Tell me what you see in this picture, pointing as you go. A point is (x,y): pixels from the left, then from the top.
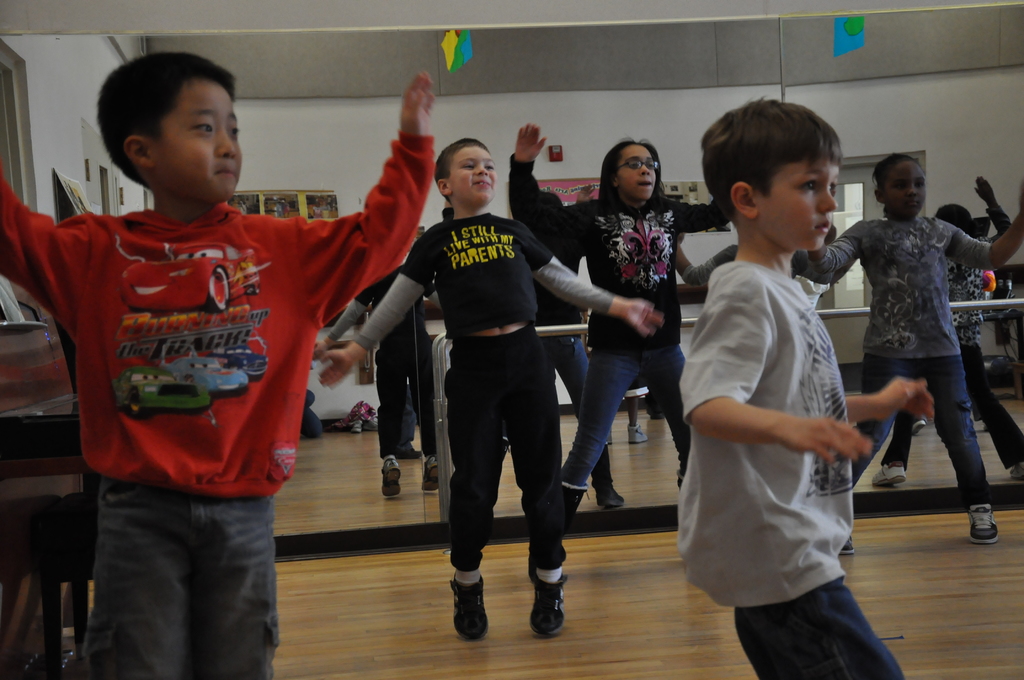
In this image I can see number of children (884,409) and I can see one of them is wearing a specs (642,163). In the background (686,155) I can see a mirror (1001,152) and on it I can see the reflection (251,80) of children (352,319) and few other things (302,137).
